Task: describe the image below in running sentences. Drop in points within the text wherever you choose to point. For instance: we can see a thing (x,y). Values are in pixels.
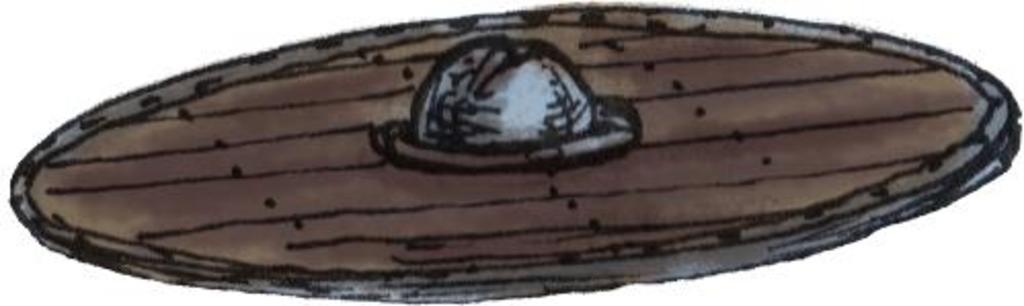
In this picture, we can see a poster (374,132) of an art.
